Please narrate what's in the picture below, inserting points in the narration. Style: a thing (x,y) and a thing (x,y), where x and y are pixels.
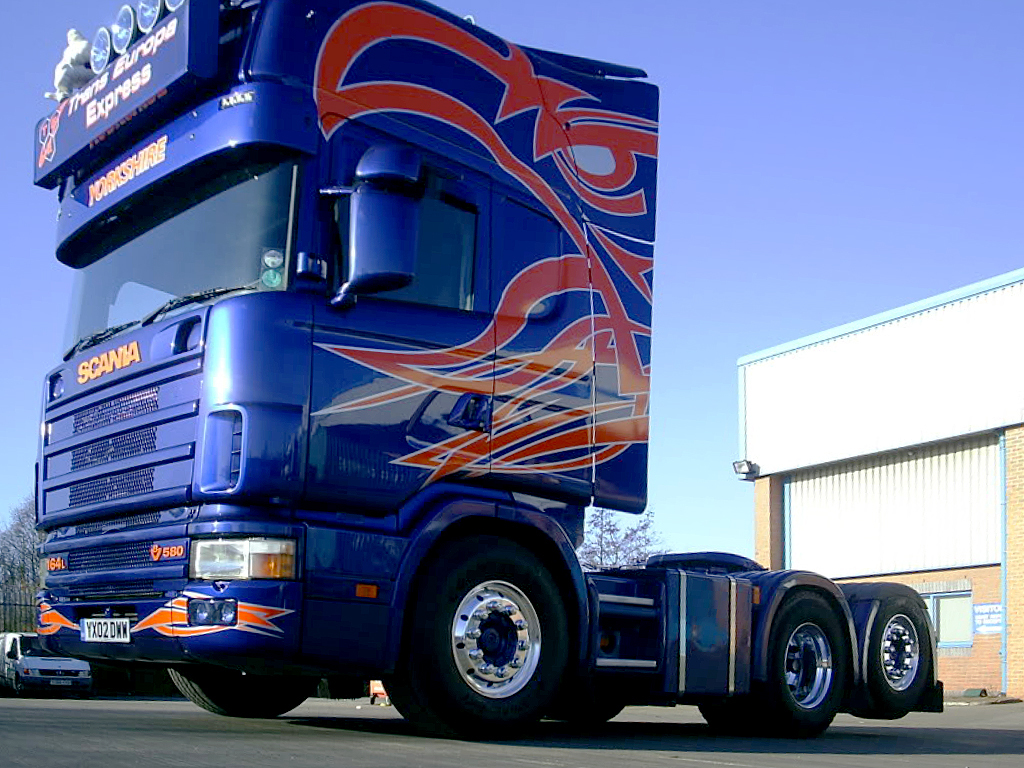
In this picture we can observe a blue color truck (309,319) on the road (306,730). There are some cars (41,673) parked on the left side (24,656). There is a railing (17,615). In the right side (886,519) we can observe a building (938,505). In the background (704,520) there are trees (27,525) and a sky (842,193).
